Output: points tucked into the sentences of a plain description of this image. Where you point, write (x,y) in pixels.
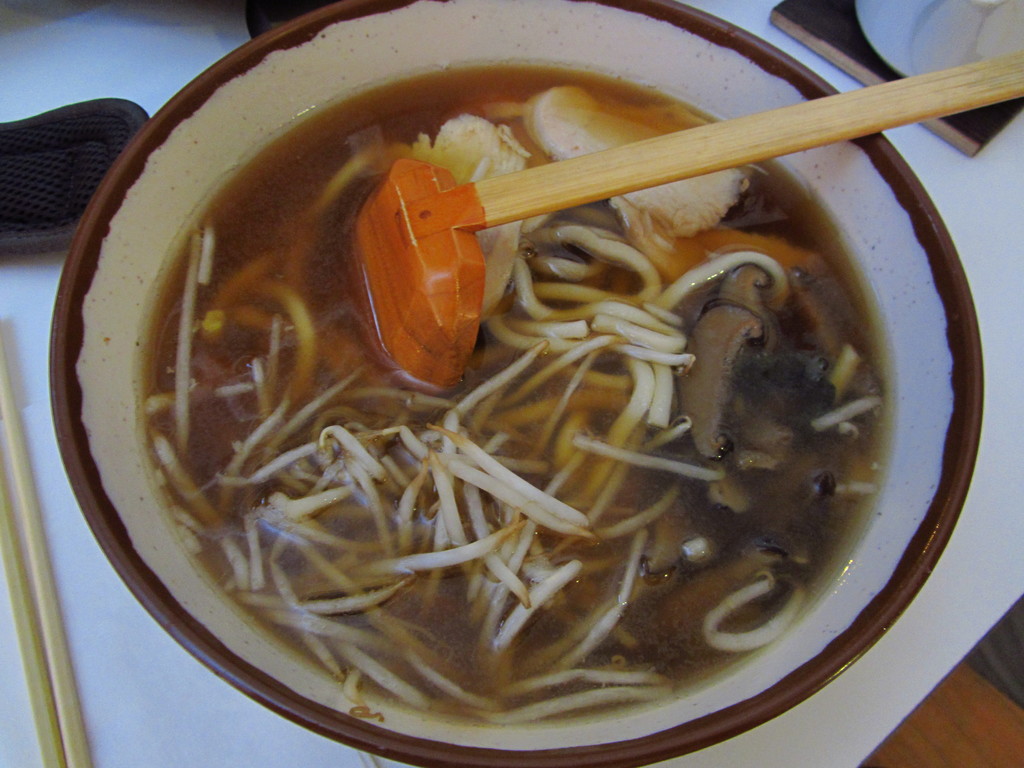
This image consists of a bowl (867,188) and spoon (451,305) in it. There are some eatables (458,418) in the bowl (174,547). On the left side (15,570) there are chopsticks (49,743).
